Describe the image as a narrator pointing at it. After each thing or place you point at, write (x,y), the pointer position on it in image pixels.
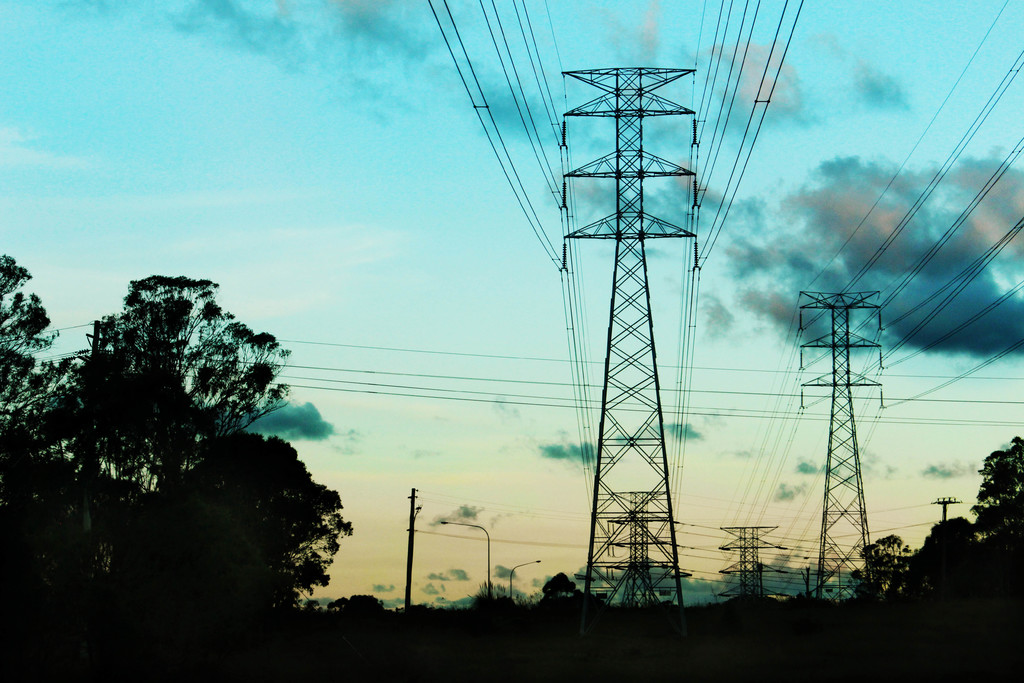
This picture is taken from outside of the city. In this image, on the right side (996,552), we can see some trees (945,571) and plants (977,575). On the left side (63,359), we can also see some trees (315,530) and plants (321,568). In the middle of the image (635,355), we can see electric pole (684,577), street lights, electric wires (556,406). At the top (318,90), we can see a sky (337,97) which is cloudy, at the bottom (724,679), we can see black color.
